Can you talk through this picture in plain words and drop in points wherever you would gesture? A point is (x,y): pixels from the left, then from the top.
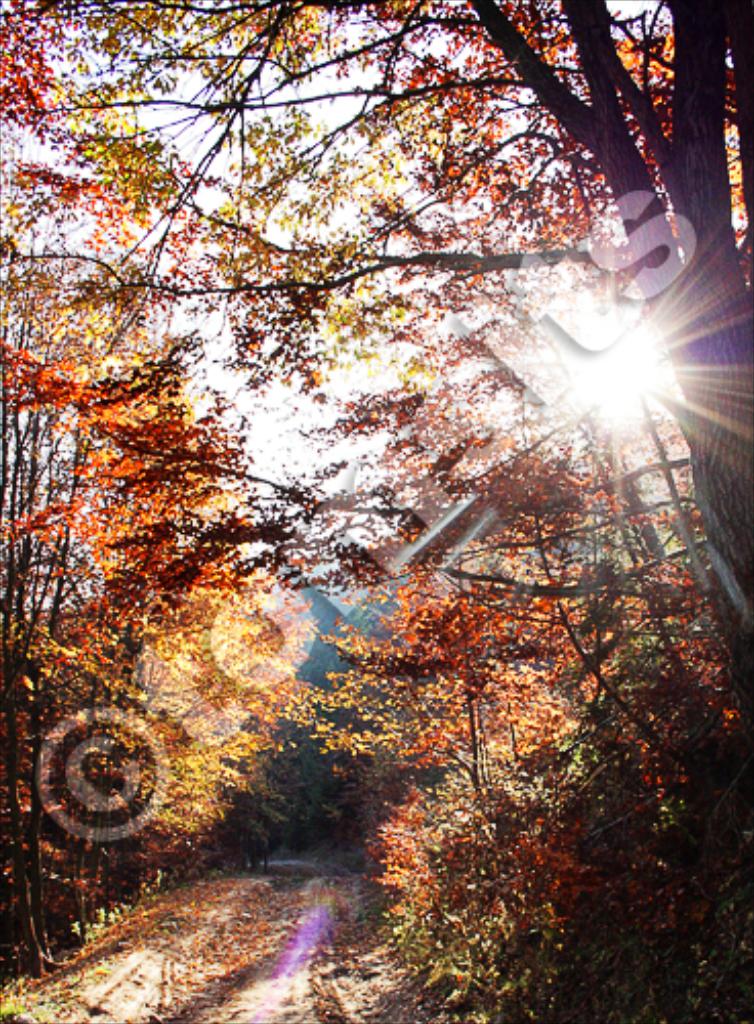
This image consists of trees (408,604). At the top (222,337), there is sky (320,418). At the bottom (280,973), we can see the ground (252,955).
